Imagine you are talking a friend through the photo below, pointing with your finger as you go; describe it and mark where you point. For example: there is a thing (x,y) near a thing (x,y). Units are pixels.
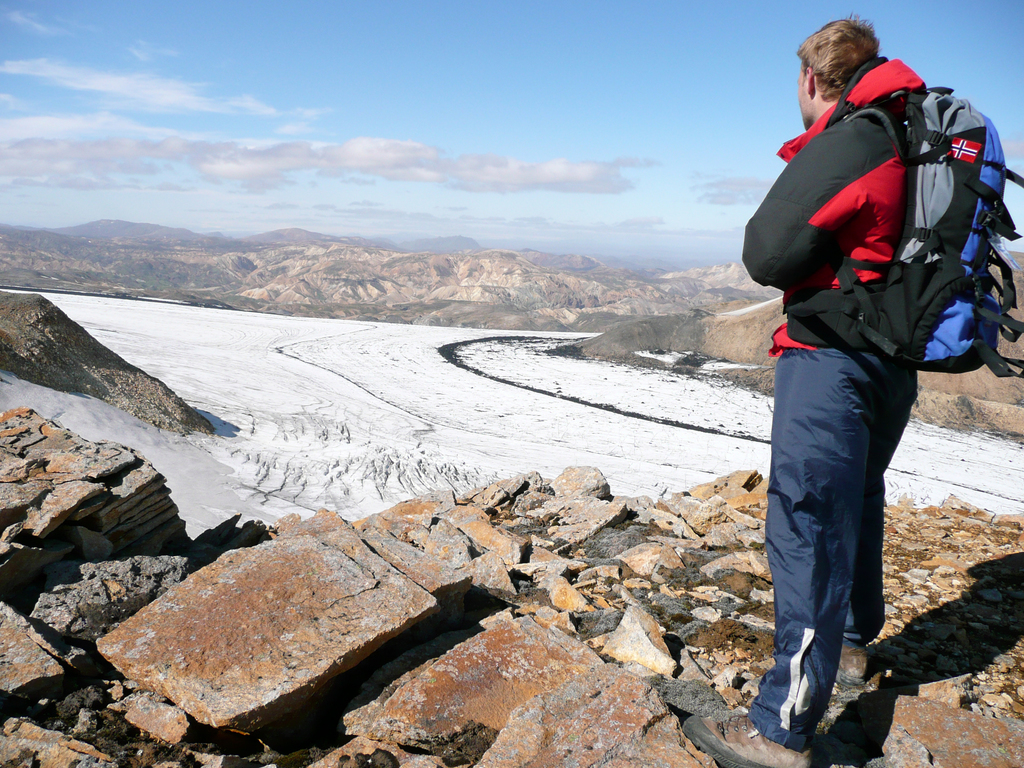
In this picture we can see a man (782,226) carrying bag (938,227) worn jacket (779,247), shoes (718,740) and standing on rocks (633,607) and in front of him we have a path (270,424) with ice (281,390) and in the background (275,257) we can see hills (139,234), sky (386,150) with clouds (372,174).
